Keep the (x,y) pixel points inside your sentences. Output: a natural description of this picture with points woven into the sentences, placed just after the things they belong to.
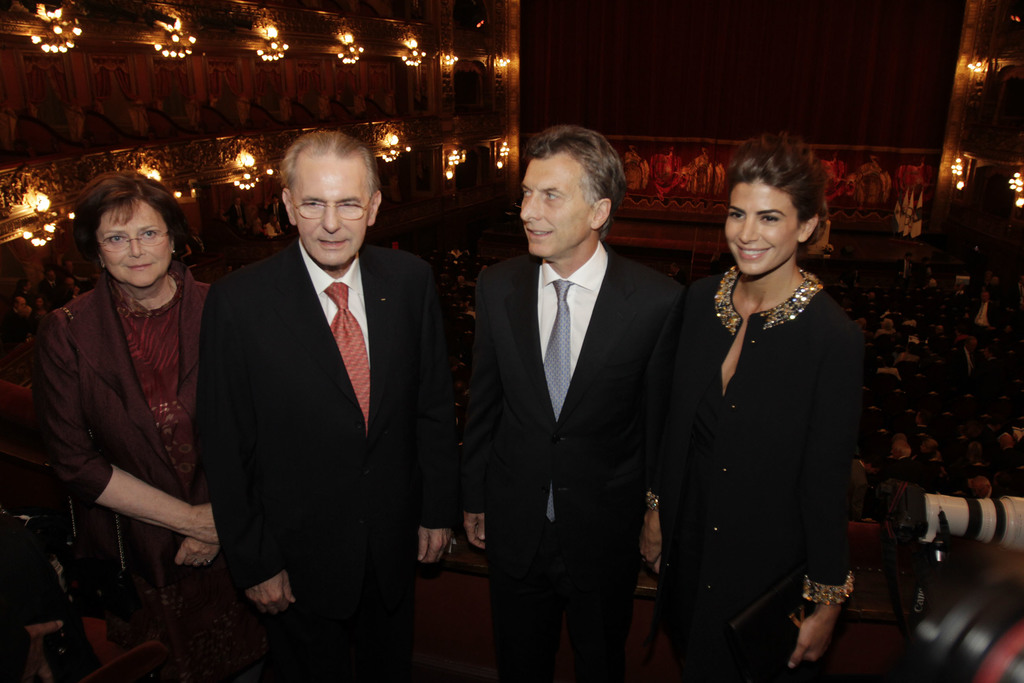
In this image there are two women (177,364) and two men (521,368) standing and smiling. In the background (974,305) we can see some people (925,446) sitting. Image also consists of lights (399,143).
